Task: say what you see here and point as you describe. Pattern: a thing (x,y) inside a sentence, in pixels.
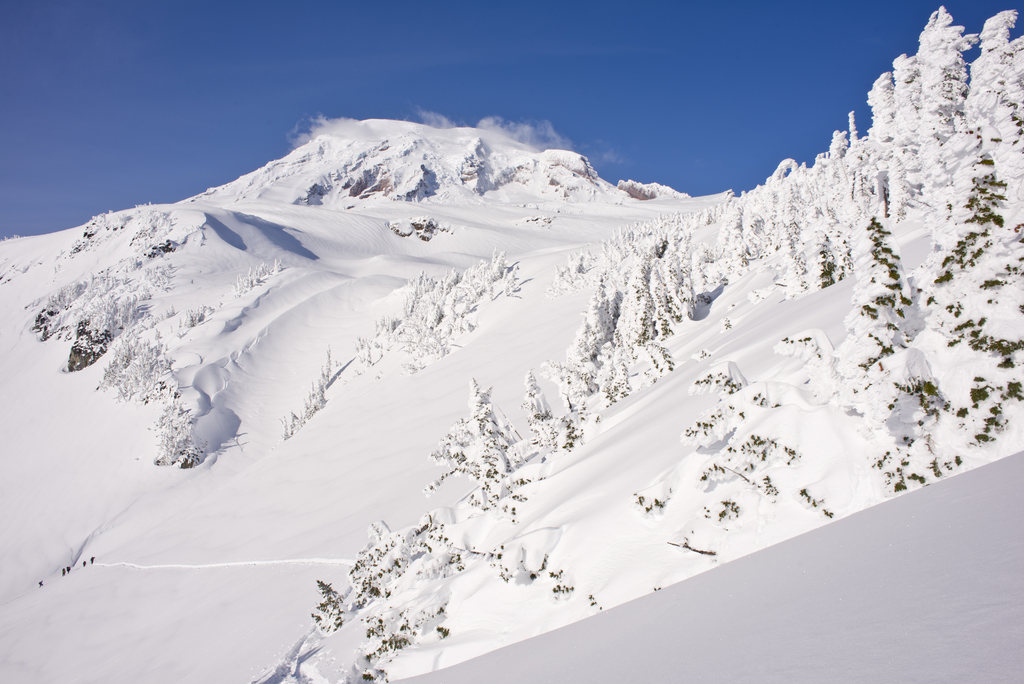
In this image there are some mountains (204,510) and trees (902,256) and the trees (962,248) are fully covered with snow (634,543), at the bottom (744,621) there is some snow (653,601). At the top of the image (471,97) there is sky (406,99).
